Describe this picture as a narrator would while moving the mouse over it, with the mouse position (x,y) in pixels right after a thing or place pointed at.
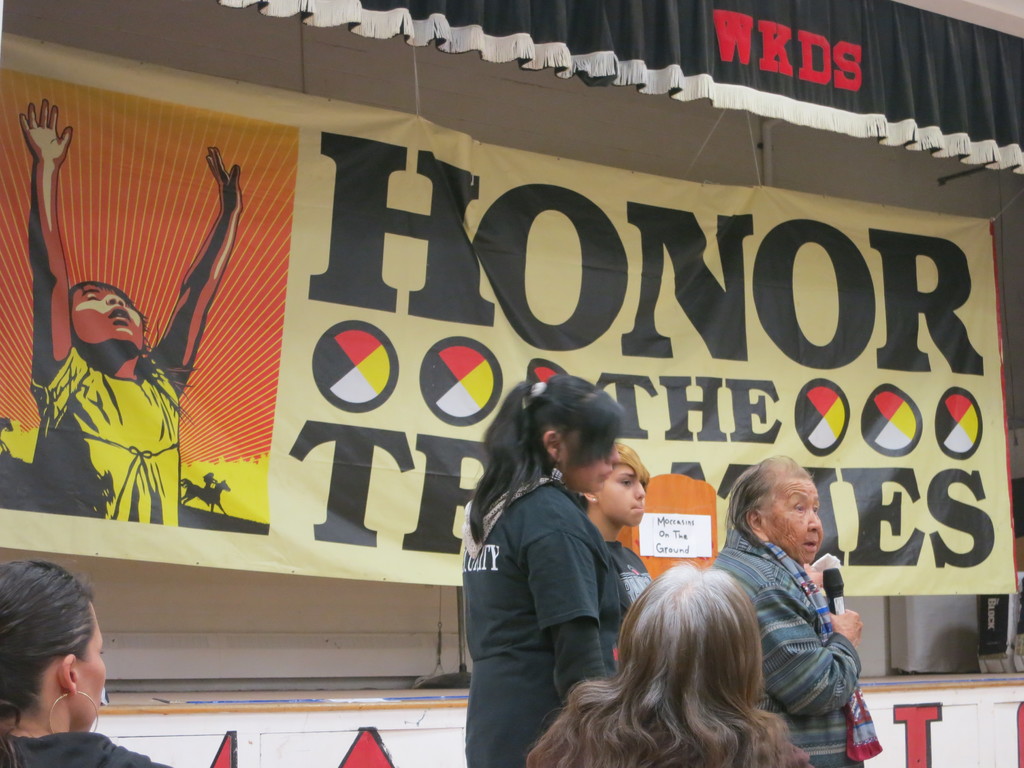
In this image there is an old woman (768,585) in the middle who is holding the mic (835,572). Behind her there are two other persons (567,551). In the background (566,211) there is a banner (317,310). At the bottom (681,712) there are two girls (674,753).
